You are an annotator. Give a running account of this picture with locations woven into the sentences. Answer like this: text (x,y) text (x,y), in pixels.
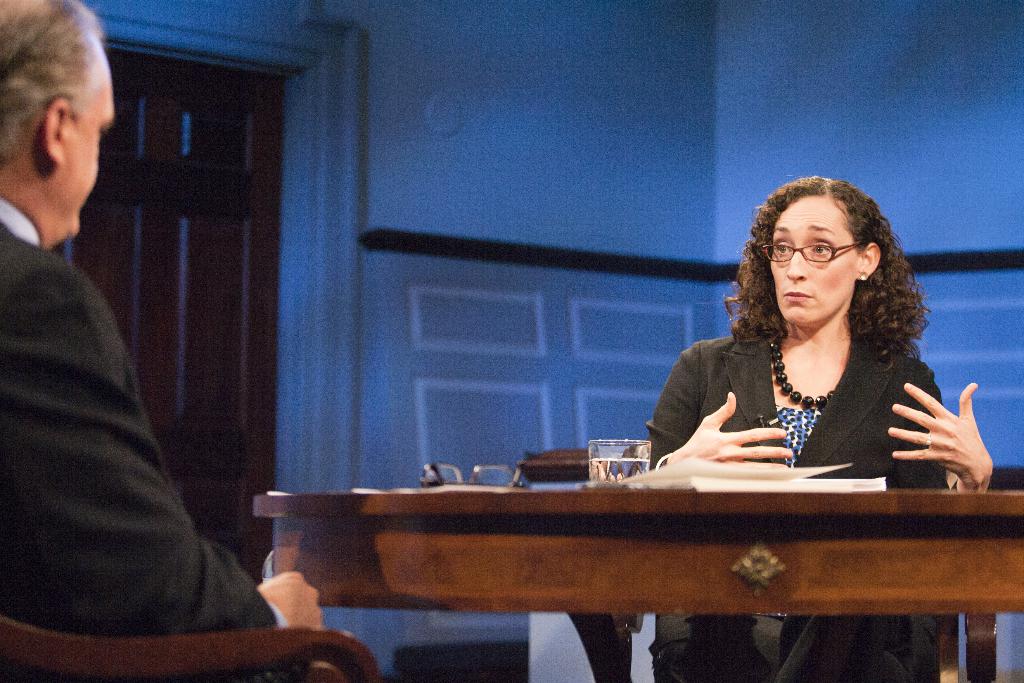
In this image i can see a woman (847,447) and a man (25,551) are sitting on a chair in front of a table (657,514). On the table (901,530) i can see there is a glass (626,459) and other objects (561,457) on it.
